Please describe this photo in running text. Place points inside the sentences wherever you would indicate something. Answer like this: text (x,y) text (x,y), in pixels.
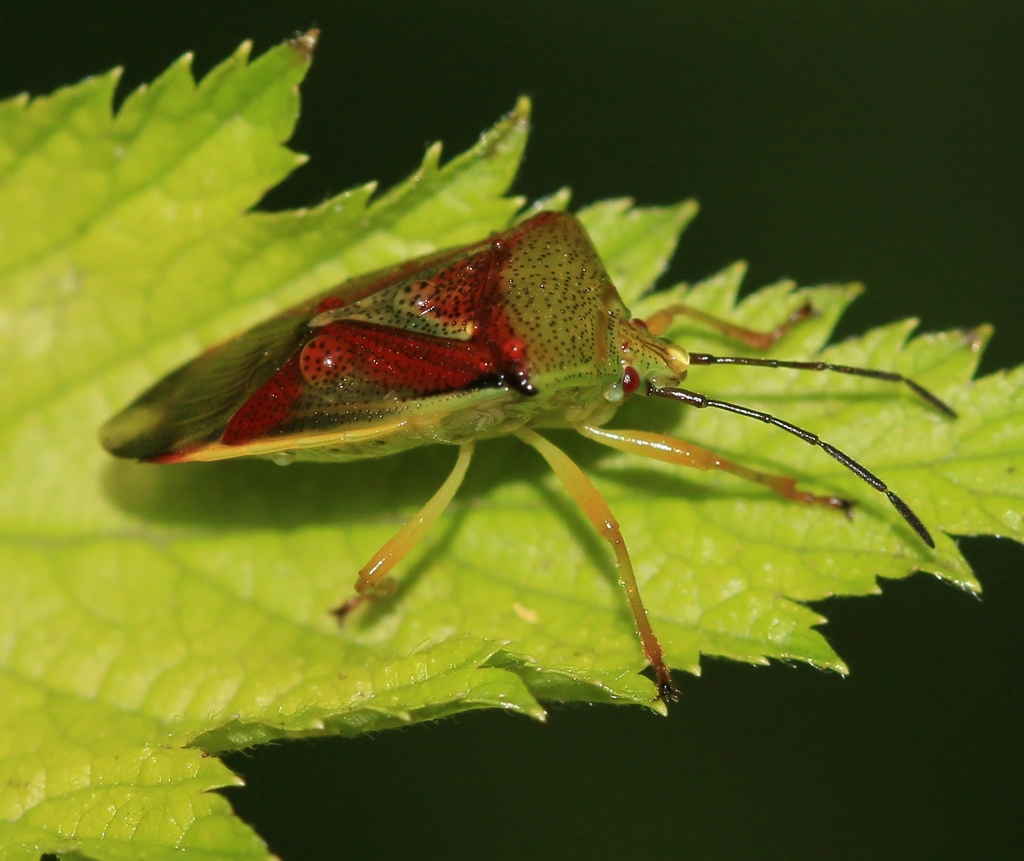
In this image I see an insect (278,311) which is on the green color leaf (29,521) and in the background (592,71) I see it is a bit dark.
